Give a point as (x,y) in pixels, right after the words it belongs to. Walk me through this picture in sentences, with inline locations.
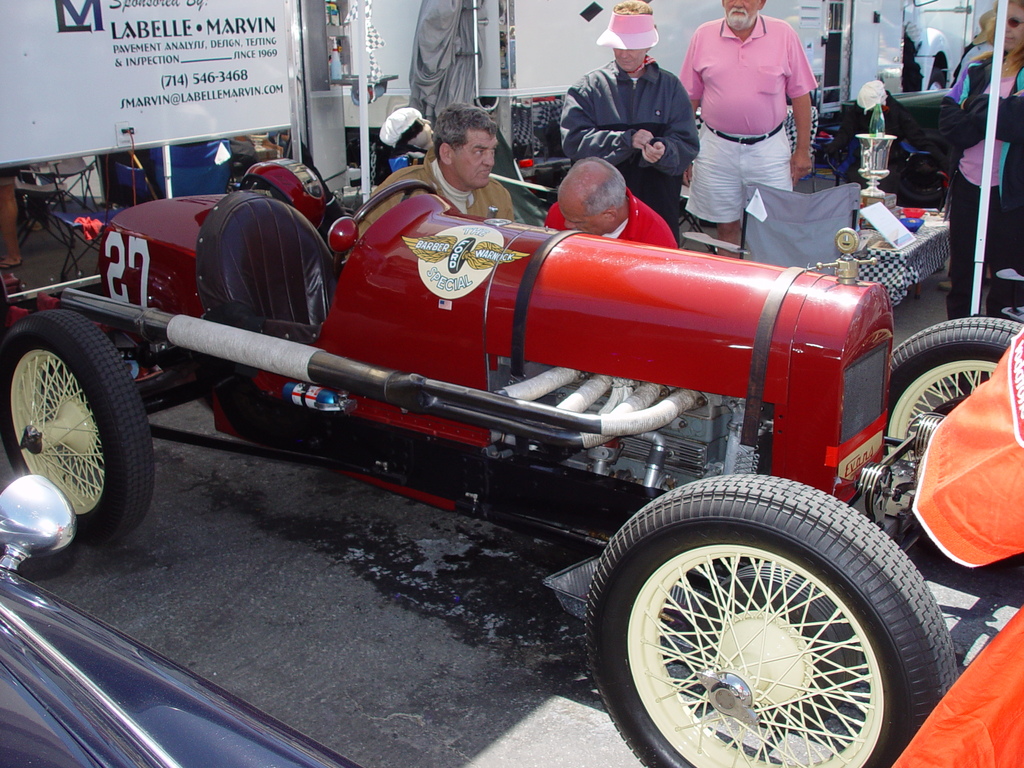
In the background (835,26) we can see white boards (532,56) and few people (775,129) standing. Here we can see men (618,219) sitting near to a red color vehicle (534,332). On a table (888,284) we can see a board (898,229) and other objects (884,158).
